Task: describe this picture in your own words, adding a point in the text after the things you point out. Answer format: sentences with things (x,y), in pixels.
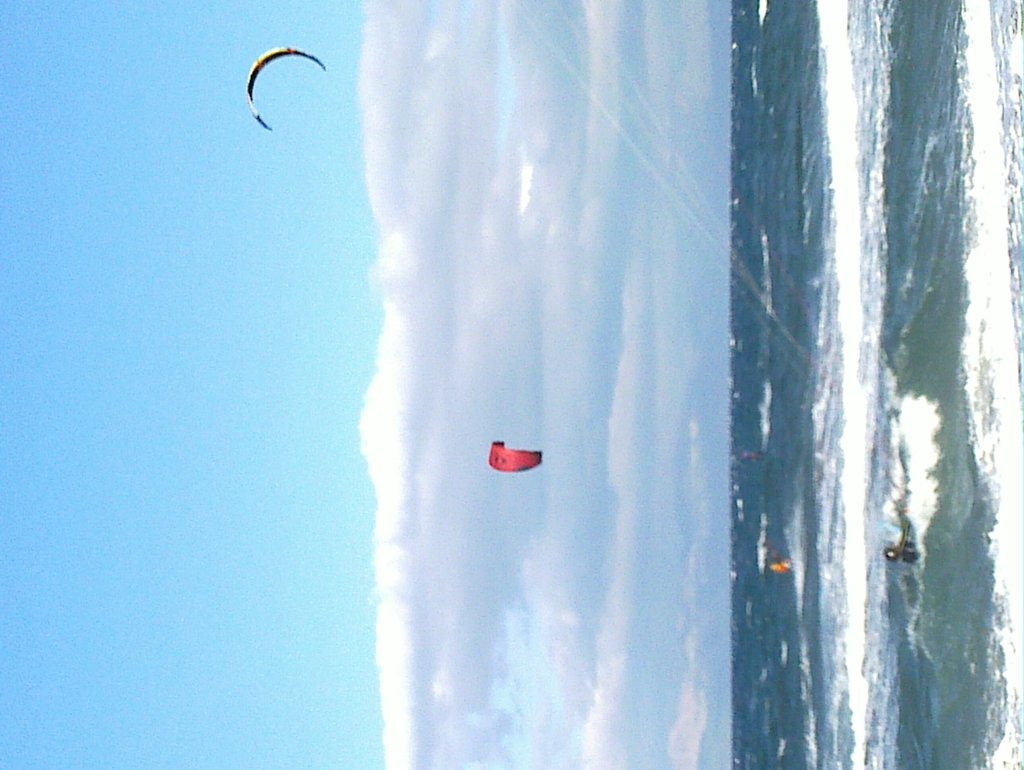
In this image, I can see two paragliders (528,454) are flying in the air (482,371). On the right side of the image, I can see a person (909,522) in the water (867,520). In the background (542,462), there is the sky (708,456).
